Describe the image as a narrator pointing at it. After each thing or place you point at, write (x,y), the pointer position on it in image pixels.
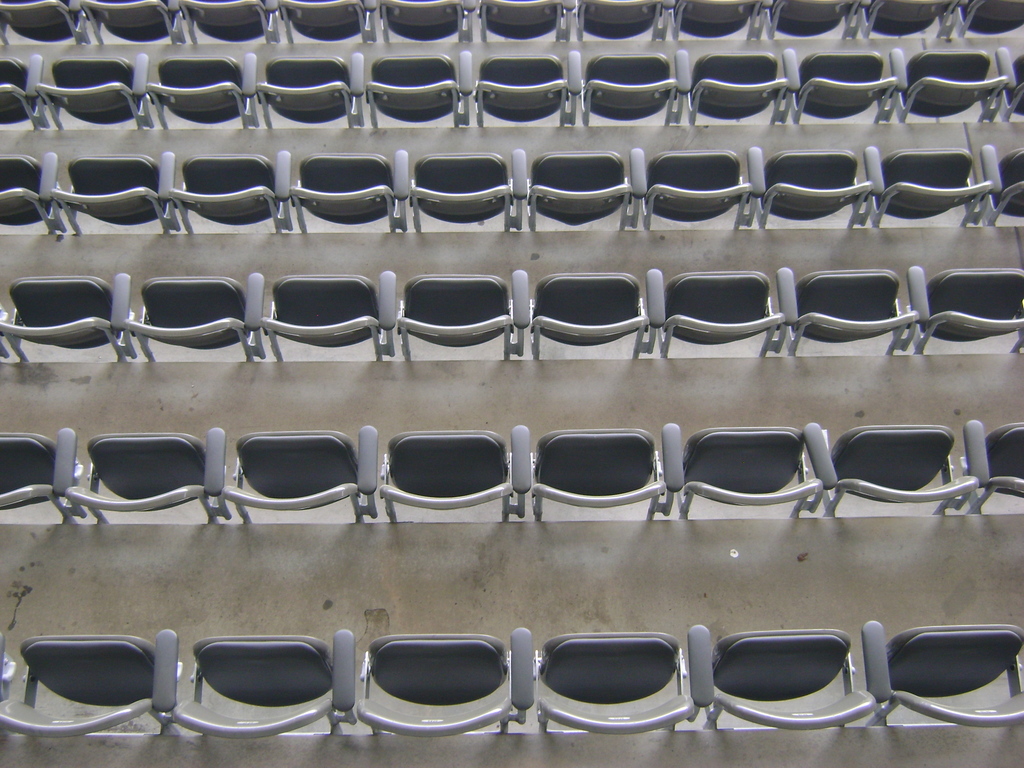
In this image, we can see some stairs (548,382) and chairs (924,327).
